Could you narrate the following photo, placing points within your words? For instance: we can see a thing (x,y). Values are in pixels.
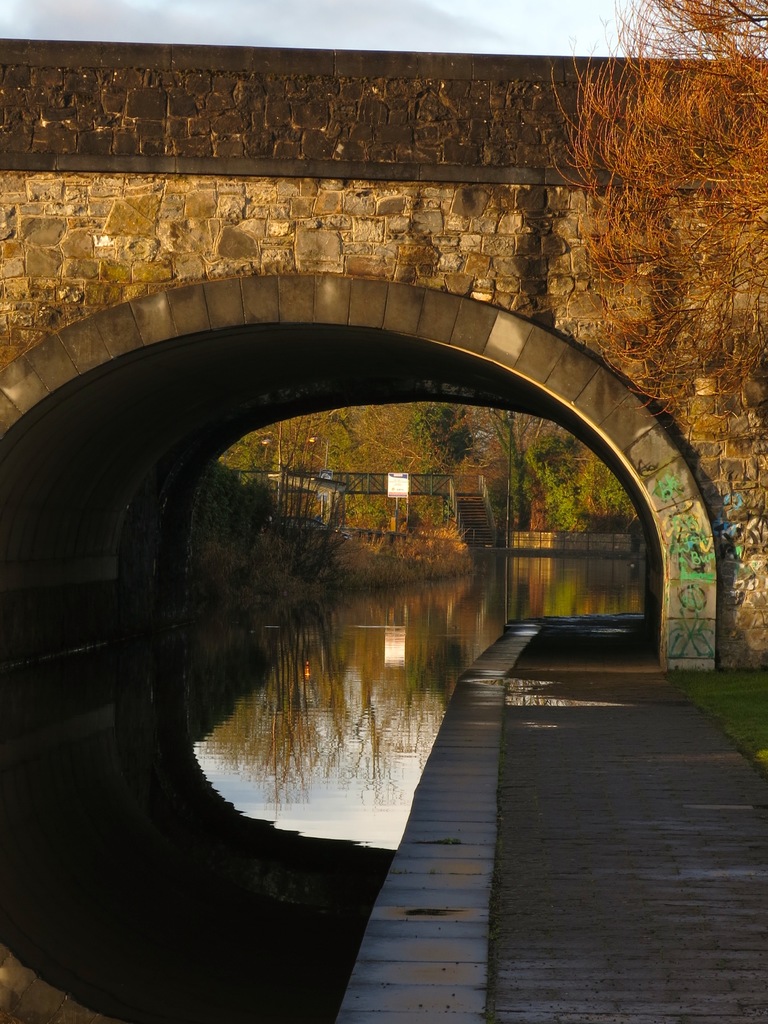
In the foreground of this image (595,806), on the right (626,840), there is a side path (616,879). On the left (198,895), there is a river (406,679). In the background (552,257), there is an arch (400,345) of a bridge (288,189), a tree (718,211) on the top right (729,164), sky (616,36), clouds (409,21) and few trees (438,429).
